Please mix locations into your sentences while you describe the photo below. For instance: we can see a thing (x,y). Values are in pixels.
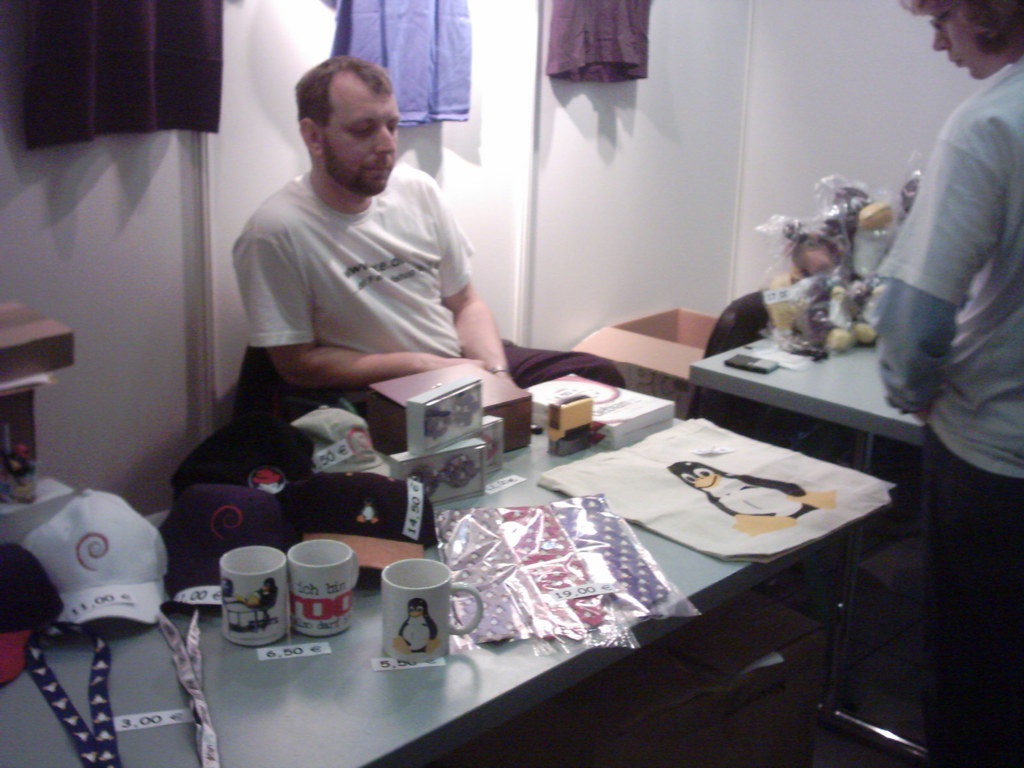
In the center (438,298) we can see one man (373,268) sitting on the chair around the table (572,456), on table (411,687) we can see cloth (729,495), paper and cap (185,575). On the right (1001,188) we can see one woman (958,271) standing. In the background (758,157) there is a wall (541,210).
